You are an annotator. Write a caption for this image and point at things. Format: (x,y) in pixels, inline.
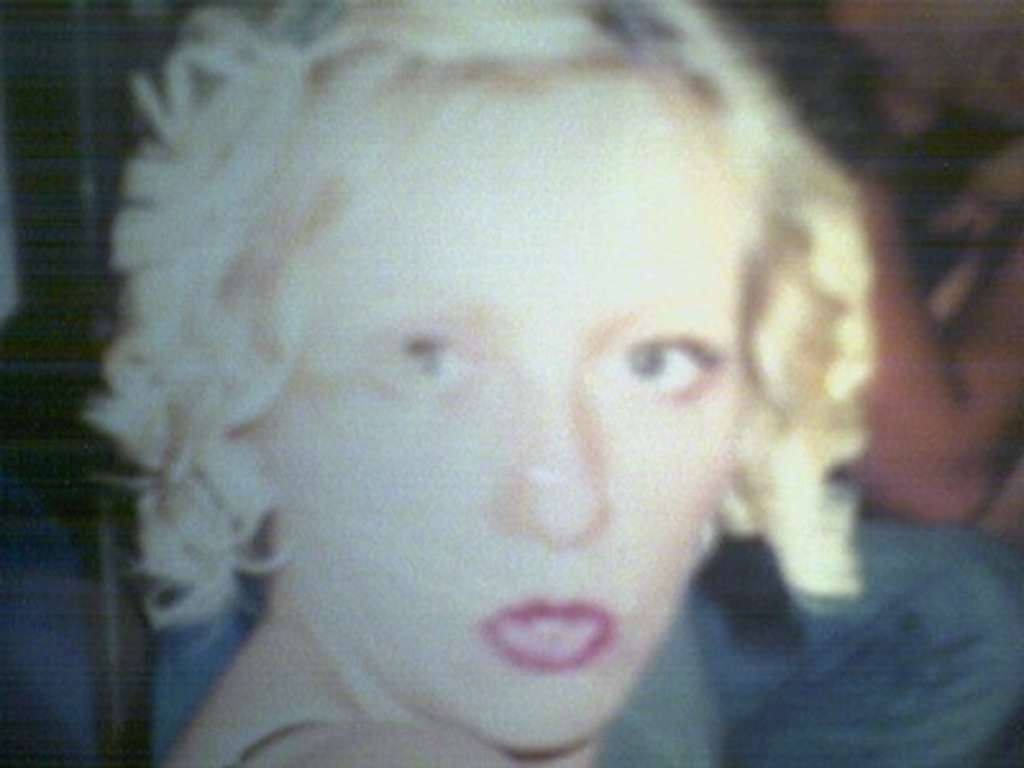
This is a blur image. Here we can see a woman (557,302). In the background (80,390) we can see a person (891,472) and some other objects (129,669).
